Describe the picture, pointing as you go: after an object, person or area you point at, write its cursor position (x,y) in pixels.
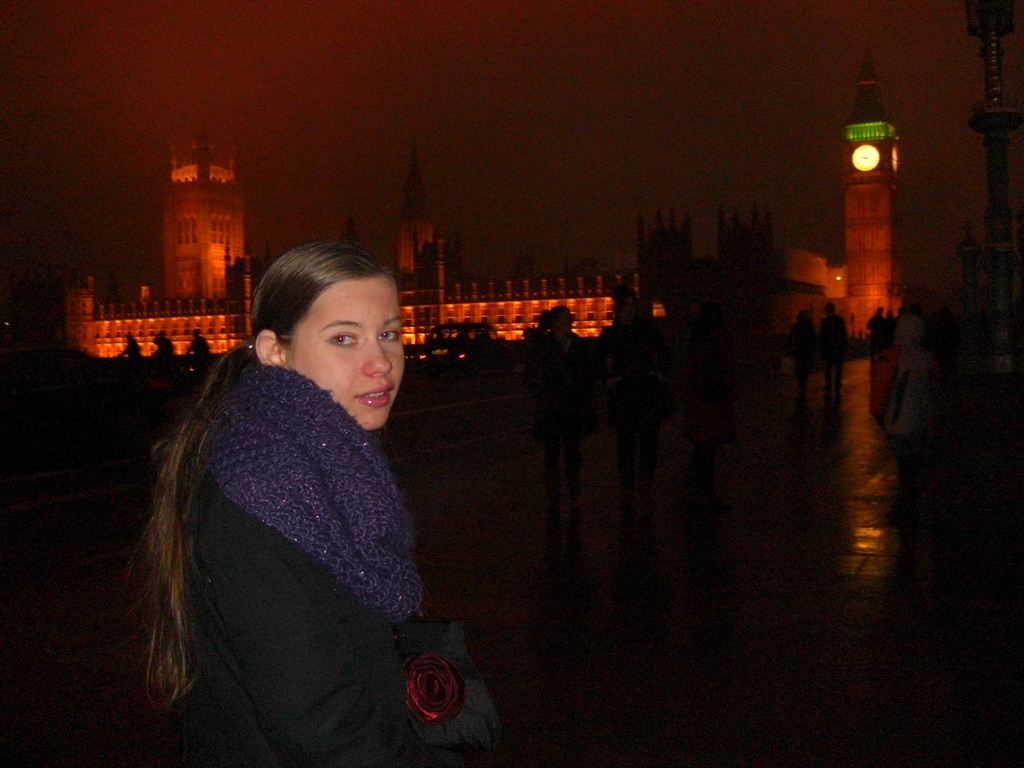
On the left side of the image (321,596) we can see a lady (306,584) standing. She is wearing a neck scarf (268,497). In the background (685,306) there are people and we can see towers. At the top (554,168) there is sky (428,61).
